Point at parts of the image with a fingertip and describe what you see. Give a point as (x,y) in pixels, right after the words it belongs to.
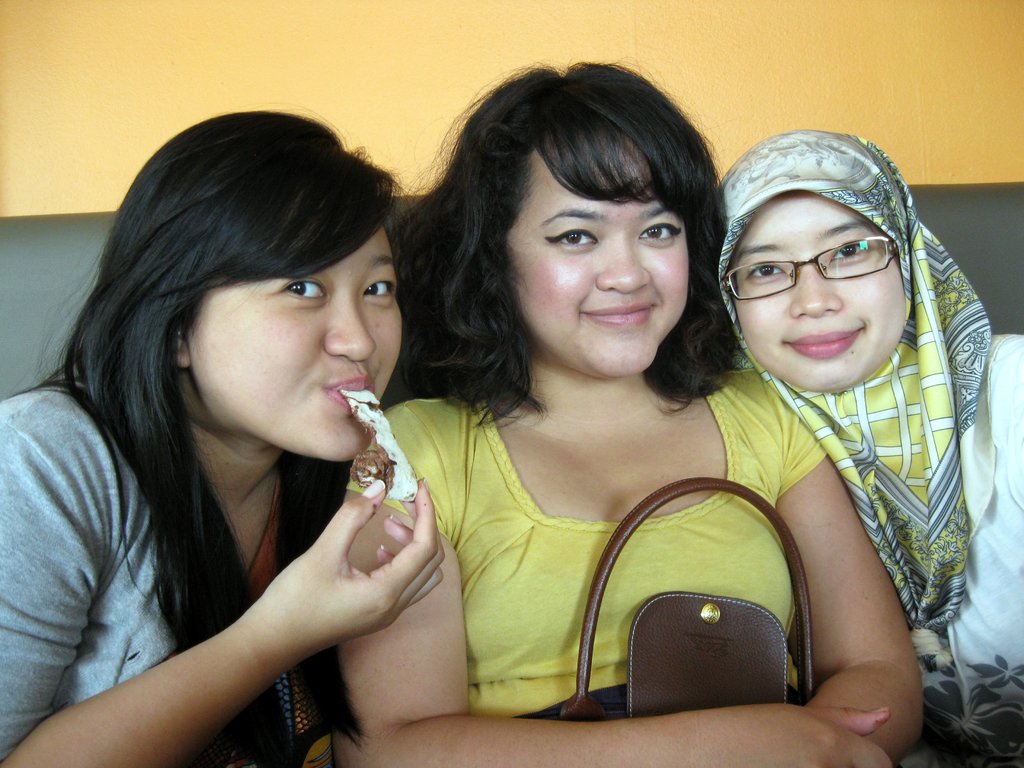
There are three women (459,490) sitting on the couch (44,335). The women (289,510) at the left side of the image (285,516) is eating food (367,475), the women (571,462) at the middle (584,475) is holding the bag (682,660), and the women (926,501) at the right (922,488) is sitting. She is wearing spectacles (872,265). At the background (420,83) the wall (411,85) is of yellow color.
